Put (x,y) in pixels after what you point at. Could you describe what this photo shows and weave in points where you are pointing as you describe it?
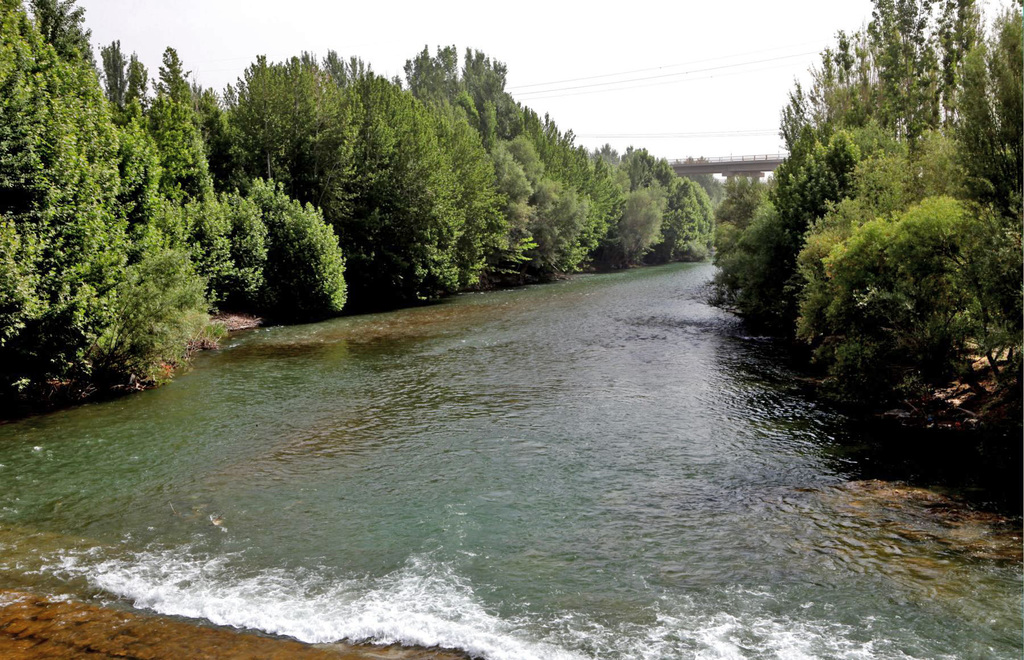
At the center of the image (546,391) there is a river (530,483). On the either sides of the river (518,494) there are trees (375,218). In the background (714,172) there is a bridge (727,165) and a sky (642,61).
